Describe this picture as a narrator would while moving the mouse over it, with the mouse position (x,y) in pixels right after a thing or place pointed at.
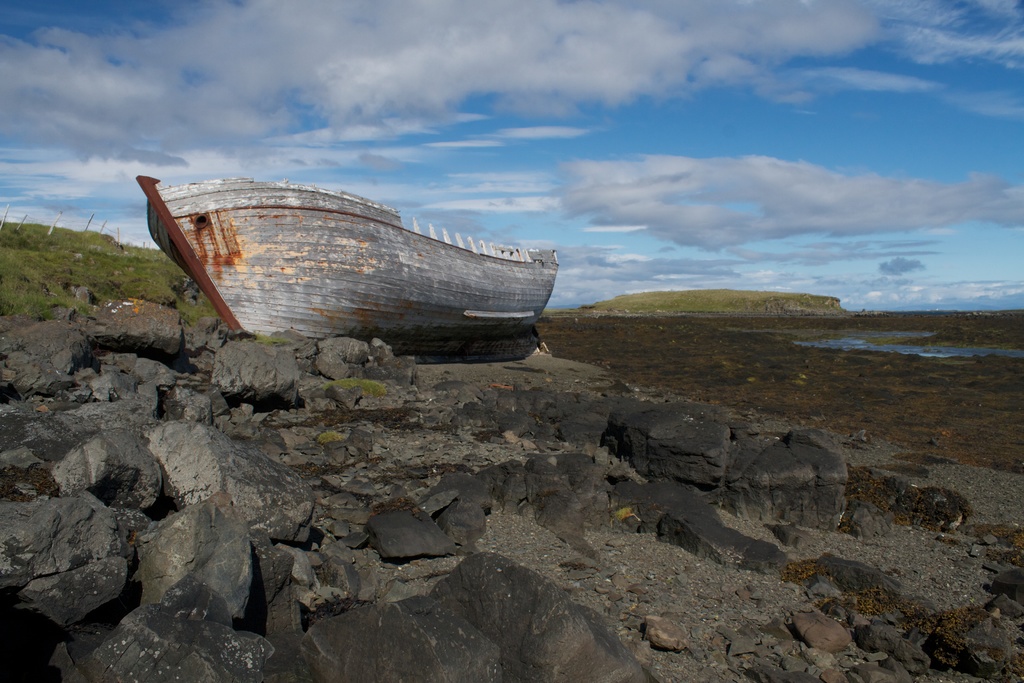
On the left side of the image (276,324) we can see a boat (386,292). At the bottom (132,618) there are rocks (218,557). In the background (717,299) there is a hill (764,298) and sky (685,148).
